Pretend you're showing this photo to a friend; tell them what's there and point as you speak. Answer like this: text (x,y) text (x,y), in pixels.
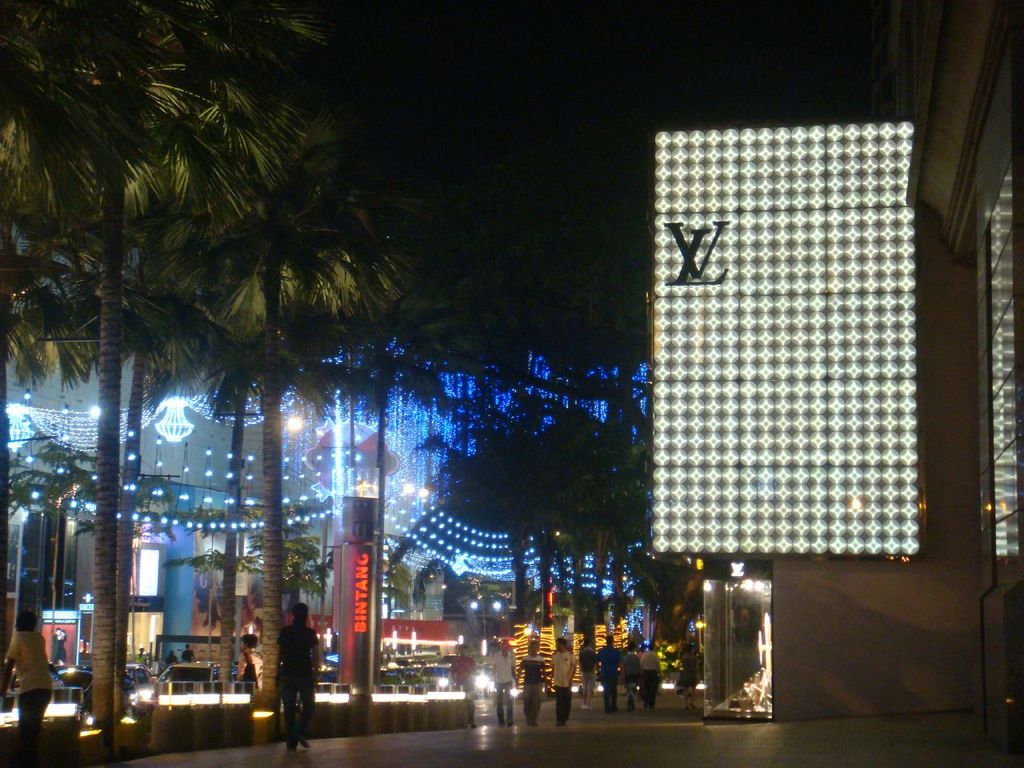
On the right side of the image (726,422) we can see screen (799,415) and building (811,612). On the left side of the image (58,67) we can see trees (45,73), persons (307,742) walking on the road (339,738) and lights (403,485).
